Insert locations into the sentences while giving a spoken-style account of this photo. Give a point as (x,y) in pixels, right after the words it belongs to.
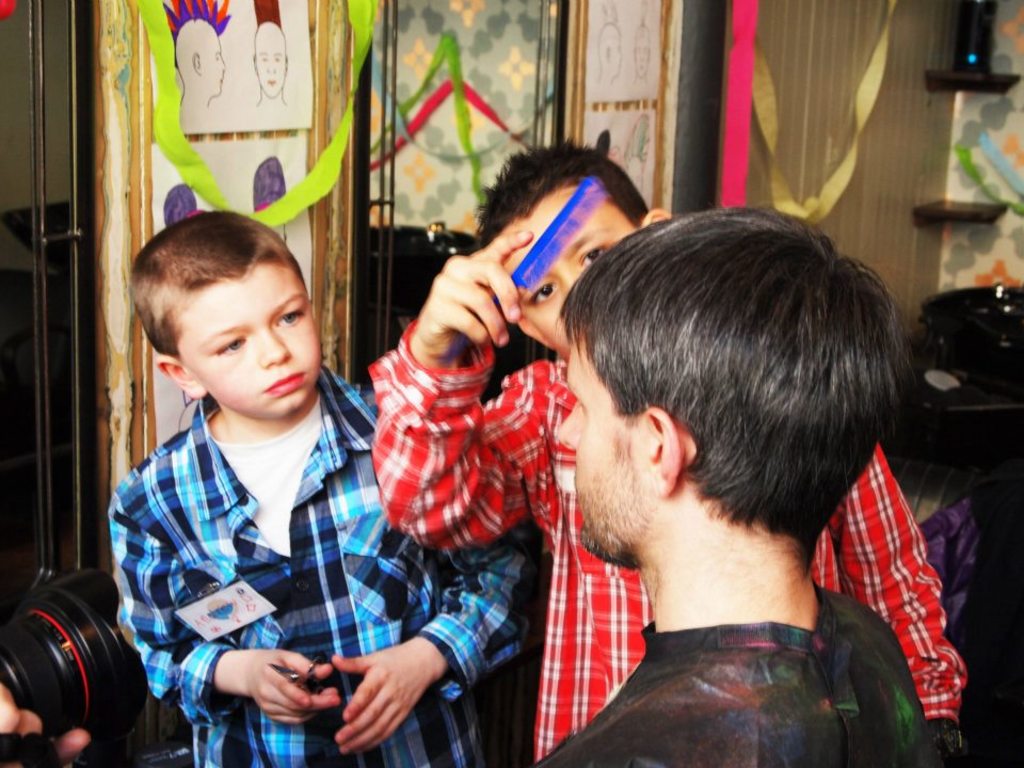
This is a picture where there are 3 persons (540,677) near the camera and at the back ground (113,259) we have paper ribbons (342,136), drawings (652,196) attached to the wall (999,253), and a couch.
